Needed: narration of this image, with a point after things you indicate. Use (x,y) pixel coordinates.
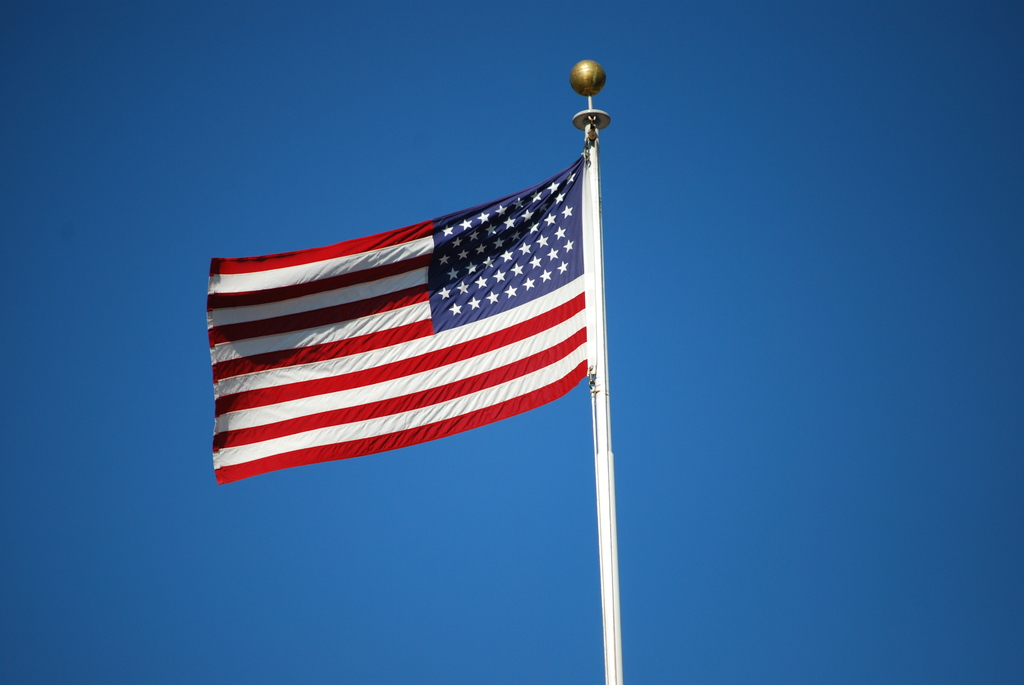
In this image there is a pole (613,533), there is a flag (399,341), at the background of the image (761,309) there is the sky (308,558).
